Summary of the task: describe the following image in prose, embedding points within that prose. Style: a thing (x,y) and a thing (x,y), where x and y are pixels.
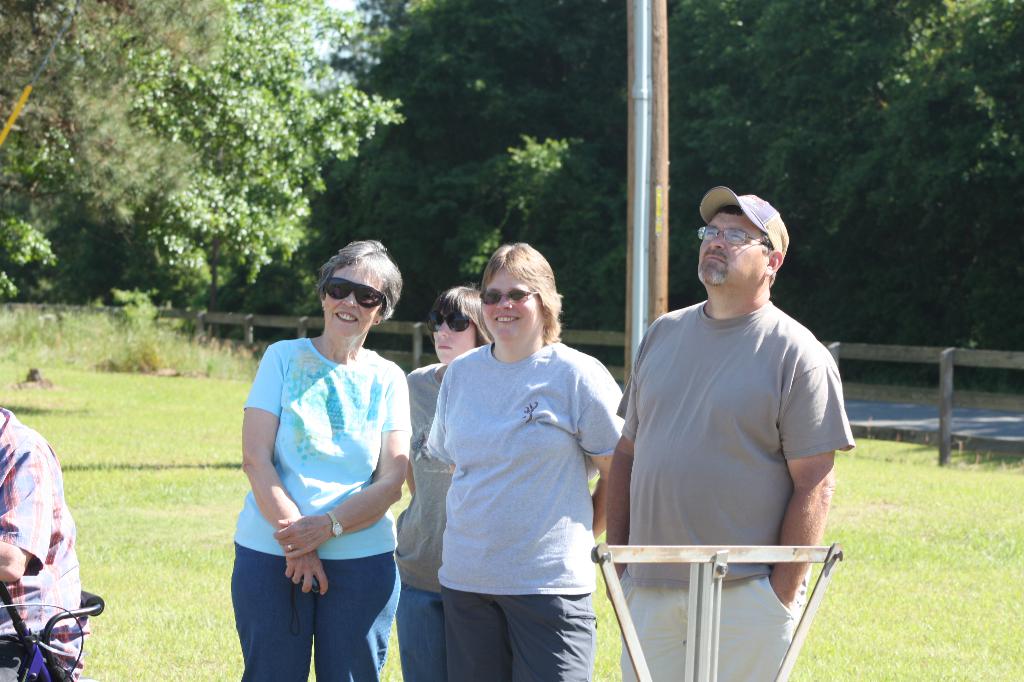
In this image we can see a group of people (444,472) are standing on the ground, and smiling, here is the grass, here is the pole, here is the fencing (905,389), here are the trees (425,70), at above here is the sky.
